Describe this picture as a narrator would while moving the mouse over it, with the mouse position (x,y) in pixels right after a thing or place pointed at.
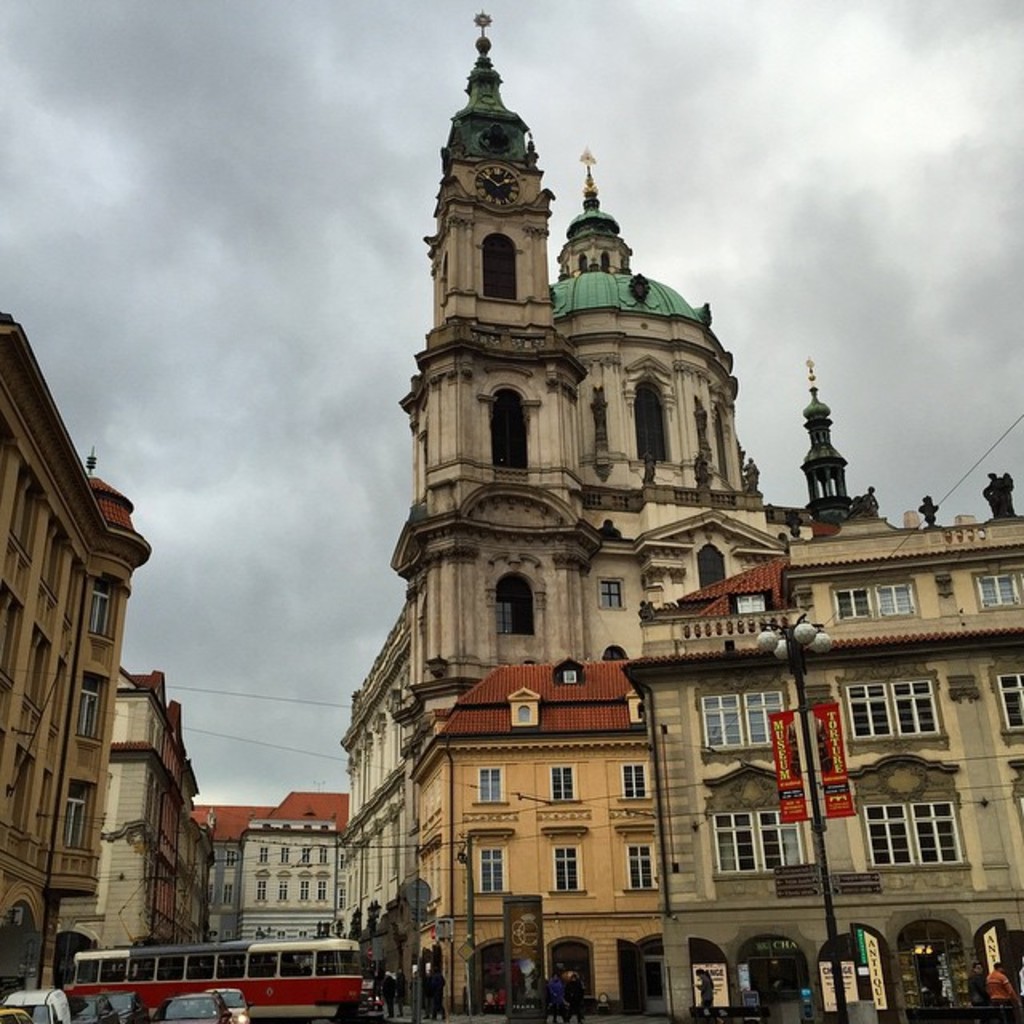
In this image there are vehicles (274,1011) on a road (361,1021) and people (440,1005) walking on a footpath (464,1022) and there are poles (414,1005), buildings (412,762) and the sky (889,123).
